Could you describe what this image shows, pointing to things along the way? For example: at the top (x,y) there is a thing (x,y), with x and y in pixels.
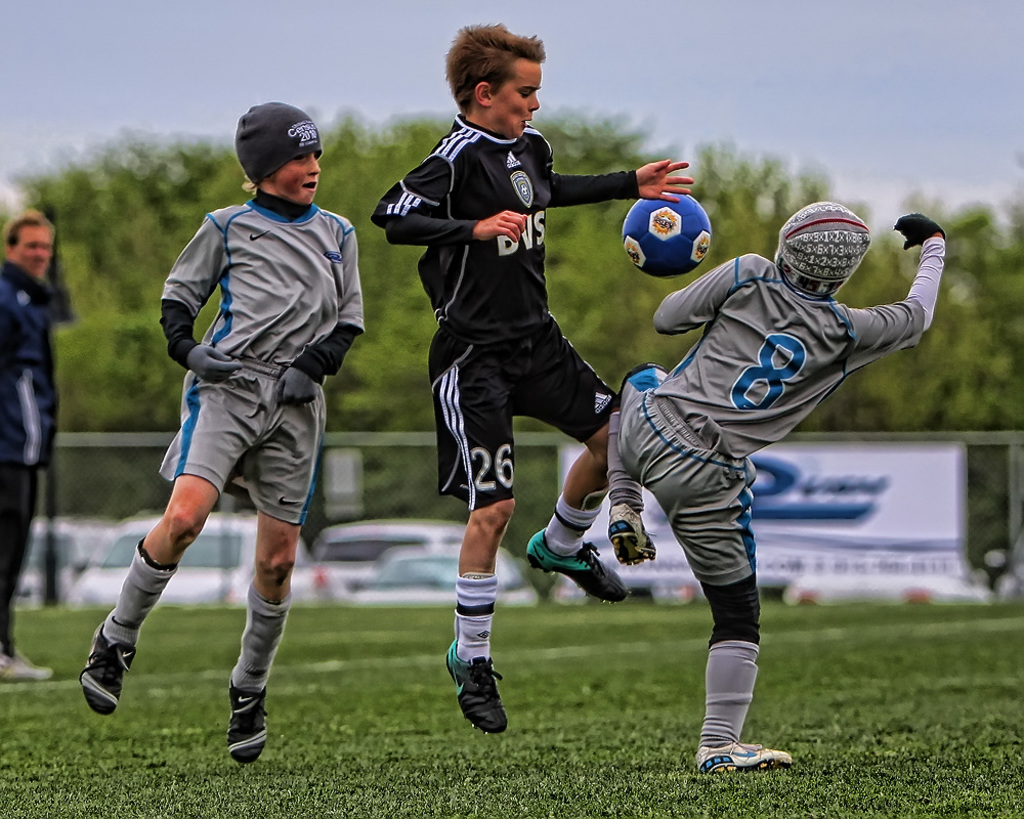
In this picture the boys (643,187) are playing the football game. The floor (885,727) is full grass (940,738), in the background (974,410) there are trees (985,278), and sky (798,47) is full of clouds (780,81).
